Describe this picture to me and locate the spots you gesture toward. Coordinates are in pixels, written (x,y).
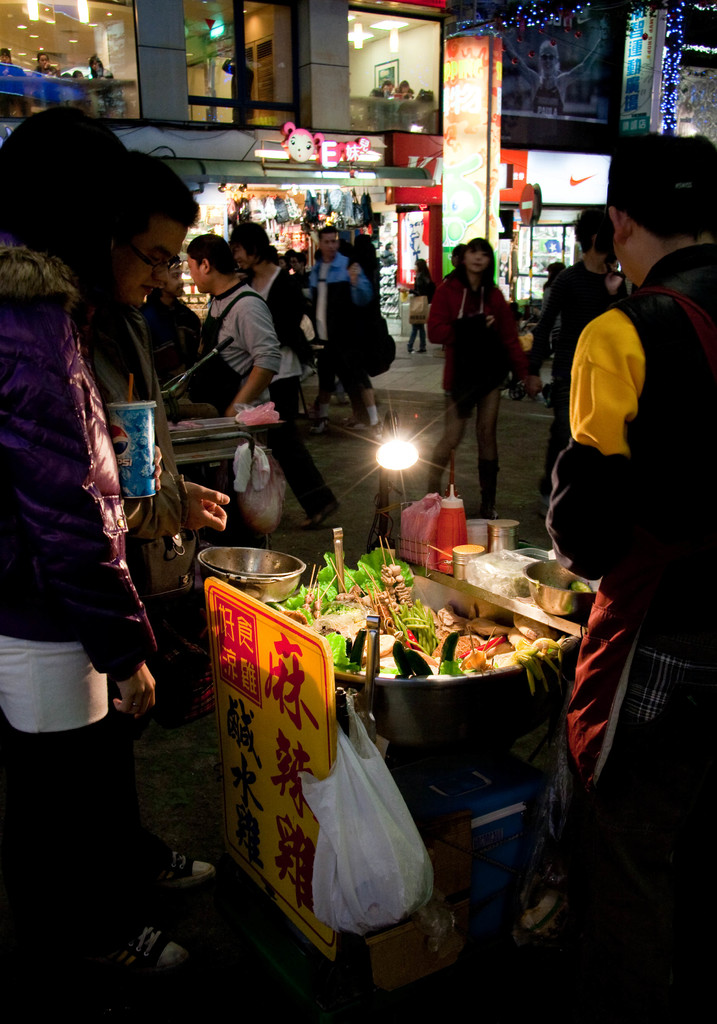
In this image there are people (208,398) on the street (404,347), there is food (448,653) sold on the street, there are shops (308,181), there is a person (178,183) holding an object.
